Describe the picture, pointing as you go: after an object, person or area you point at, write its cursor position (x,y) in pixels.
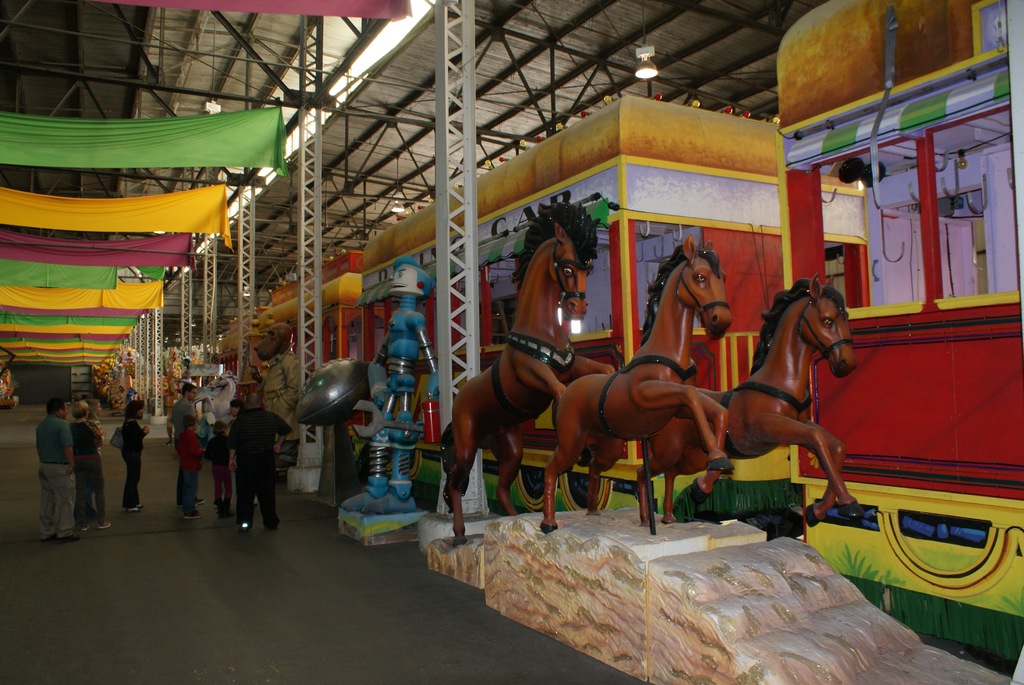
In this picture we can see the sculptures (581,399) of horses (514,401), a robot (403,399) and other things (274,375). On the left side of the image (184,449), there is a group of people (71,467) standing on the floor (127,548). On the right side of the image (709,212), there is a train structure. Behind the people (59,478) there are trusses (446,144) and some decorative clothes (111,206). At the top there are lights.
